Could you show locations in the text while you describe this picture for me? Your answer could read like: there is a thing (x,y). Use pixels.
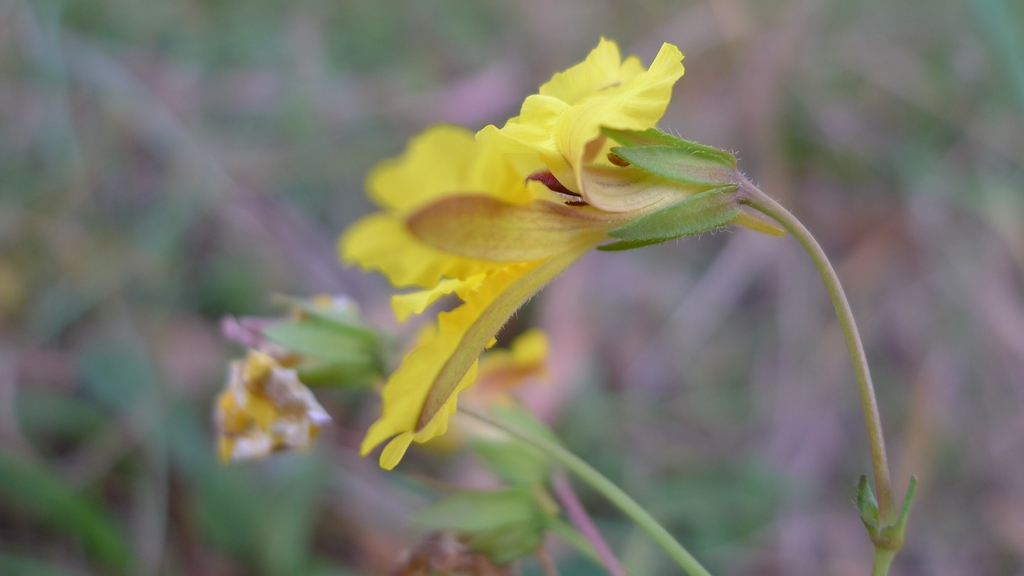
This image consists of a flower (417,381) in yellow color. In the background (879,241), we can see the plants (159,438). And the background (795,560) is blurred.
